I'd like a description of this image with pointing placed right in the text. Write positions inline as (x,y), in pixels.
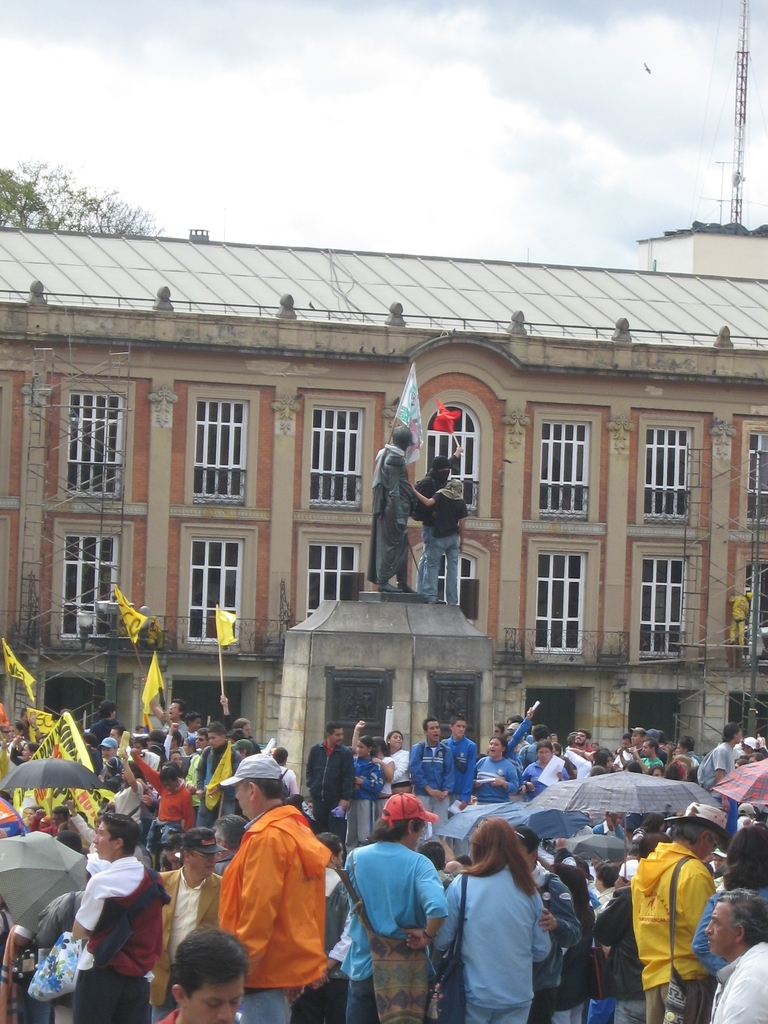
In this image I can see number of people (396,758) are standing. I can see few of them are wearing jackets (556,959), few of them are holding umbrellas (38,768). I can also see few of them are wearing caps (718,830). In background (66,622) I can see number of flags (53,796), a building (309,492), a tree (8,184), a tower (747,37), few wires (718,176), clouds (495,225), the sky (417,147) and here I can see a sculpture (381,530).
